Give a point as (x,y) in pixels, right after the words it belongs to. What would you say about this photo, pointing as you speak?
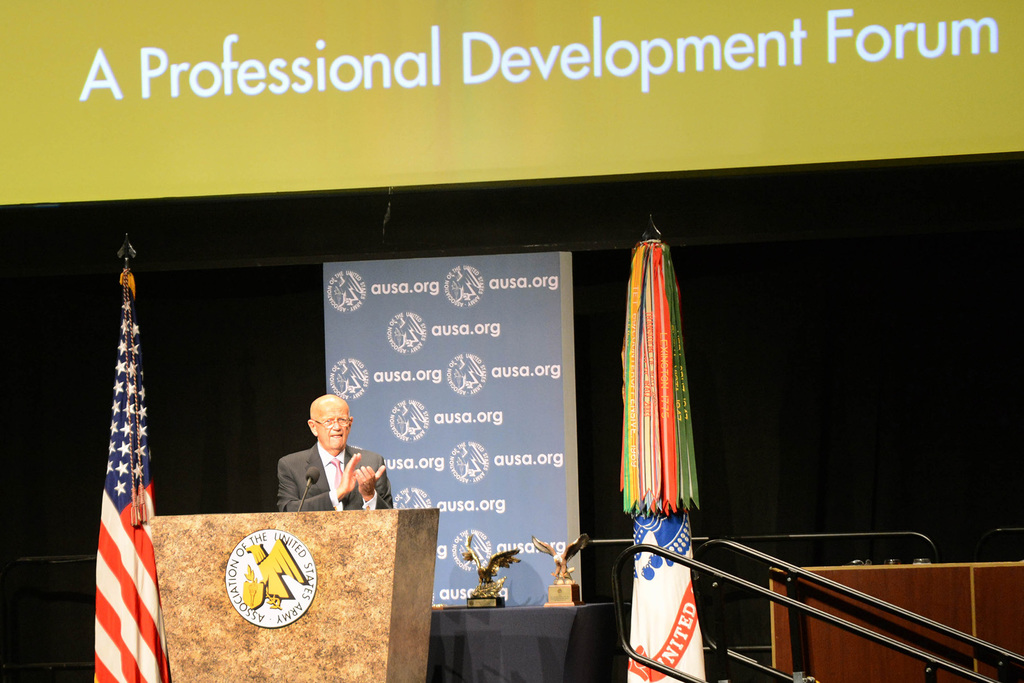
In the foreground of this image (338,525), there is a man (338,484) clapping hands (367,486) and standing in front of a podium (306,552) on which there is a mic (310,480). On either side to him, there are flags (644,536). In the background (457,418), there is a banner (539,363), few prizes (571,584) on the table (510,635), railing (901,651) on the right bottom (889,635) and it seems like there is a screen (403,90) on the top (384,83).
